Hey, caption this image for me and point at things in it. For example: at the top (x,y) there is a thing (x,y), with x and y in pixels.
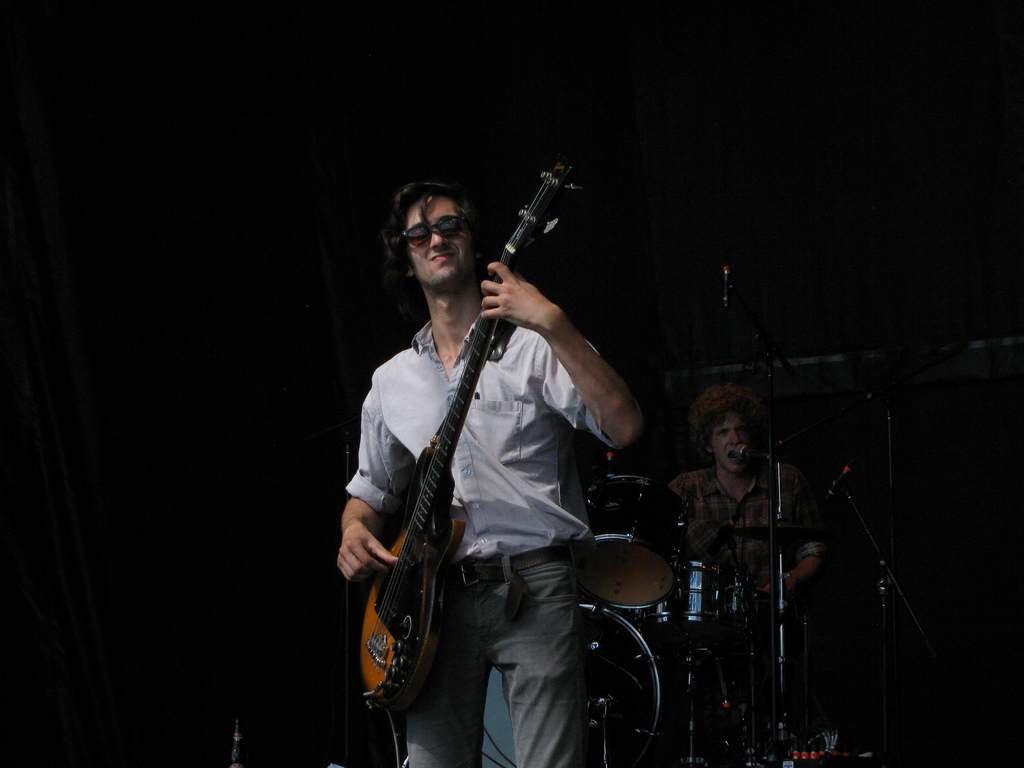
Here in the front (441,206) we can see a person (414,359) playing a guitar (399,697) and behind him we can see another person (717,423) playing drums (645,499) and singing song with a microphone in front of him.
